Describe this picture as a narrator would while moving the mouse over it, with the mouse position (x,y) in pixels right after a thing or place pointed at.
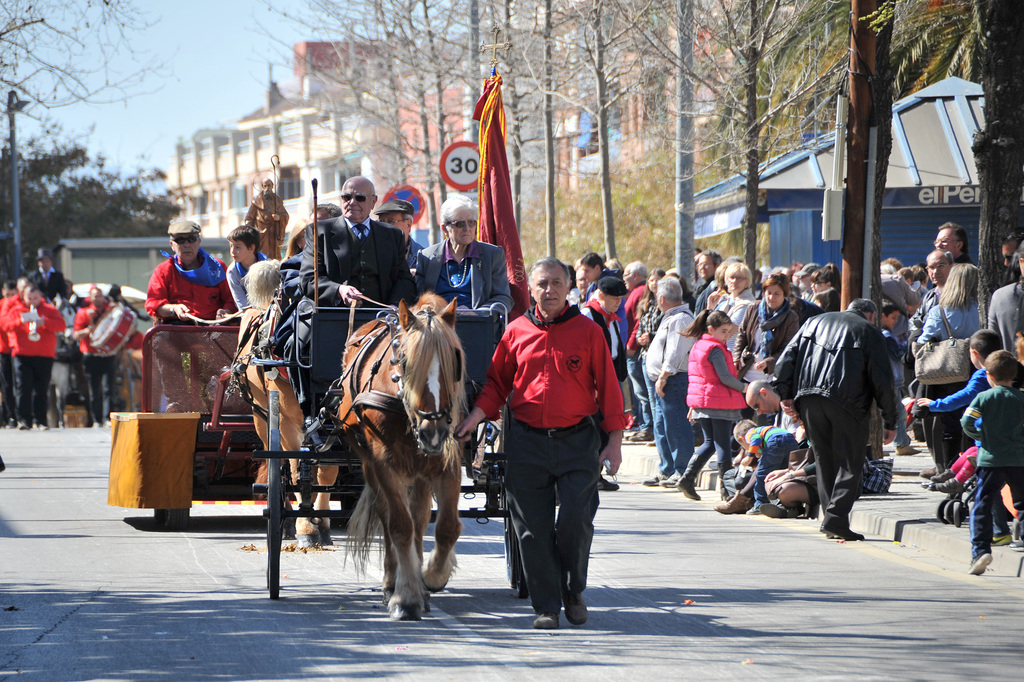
As we can see in the image there is a sky (215,65), trees (49,196), building (354,116), statue (271,189), many people (341,250) here and there and a horse (445,429).
